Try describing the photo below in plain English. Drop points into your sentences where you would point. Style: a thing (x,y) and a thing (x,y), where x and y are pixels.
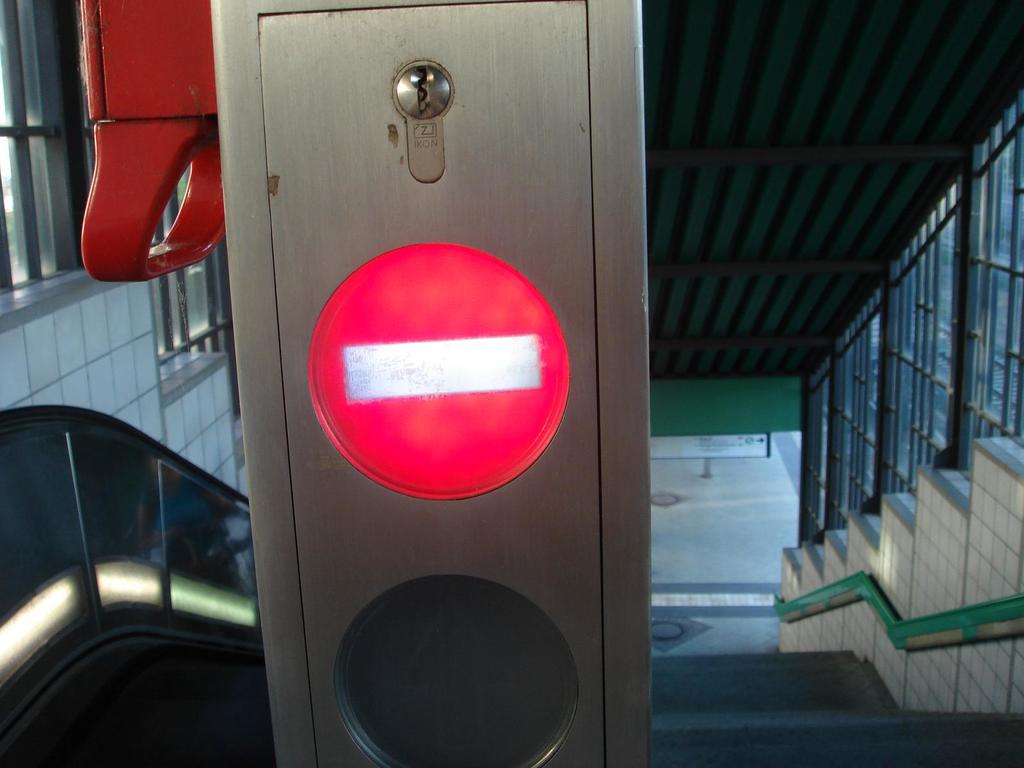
In the middle of the image (591,398) there is a machine (518,539) with red color sign (380,345) on it. To the right side of the image (960,652) there is a wall (951,585) with white tiles (865,607) and windows (1009,277) with glasses (985,304). And also there are steps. And to the top of the image (730,168) there is a roof (740,173). To the left side of the image (95,569) there is an escalator (127,611). And also there is a wall (80,296) with tiles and glass (206,315) with windows (45,254).
